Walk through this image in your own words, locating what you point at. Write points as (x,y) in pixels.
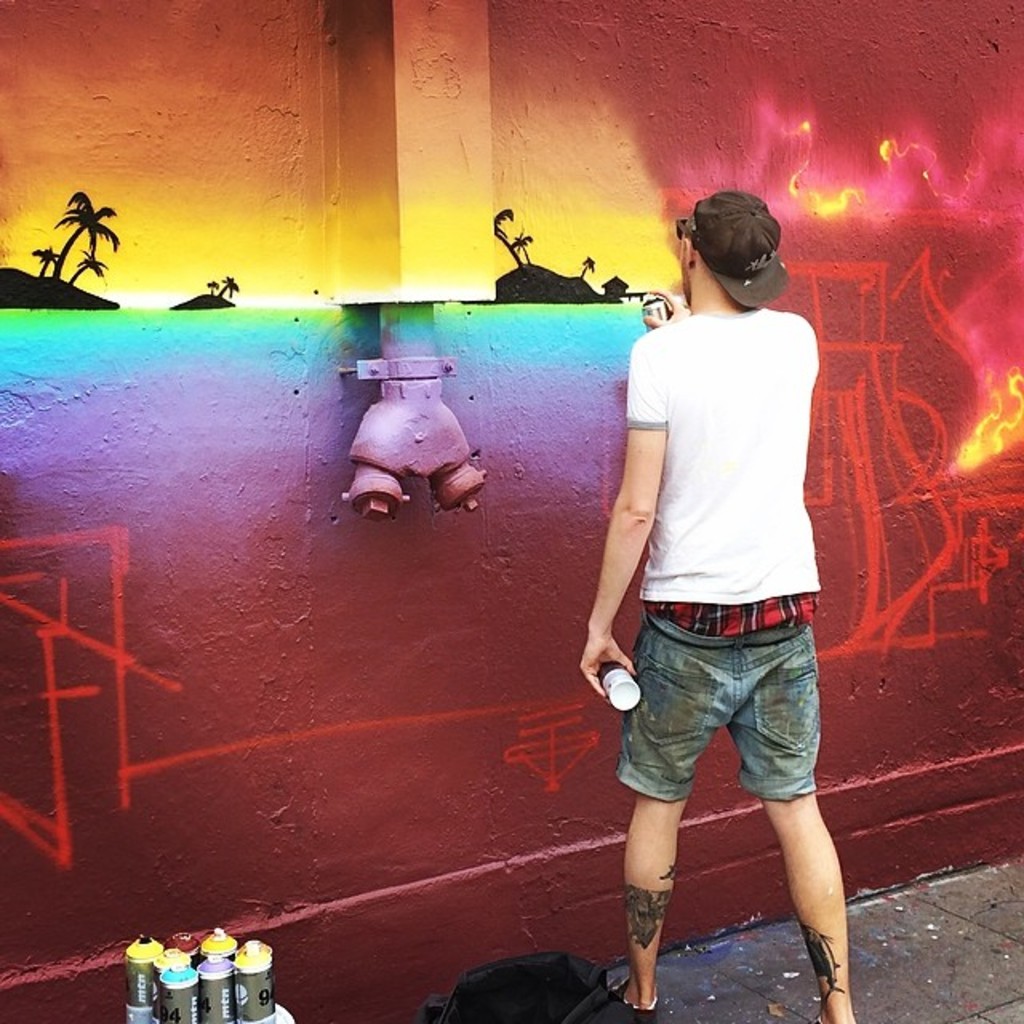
In this image in the center (660,501) there is one person (699,729) who is standing, and he is doing some graffiti (528,309). On the wall (427,300) on the left side (214,983) there are some graffiti containers (199,983), and there is one bag (469,1015).
